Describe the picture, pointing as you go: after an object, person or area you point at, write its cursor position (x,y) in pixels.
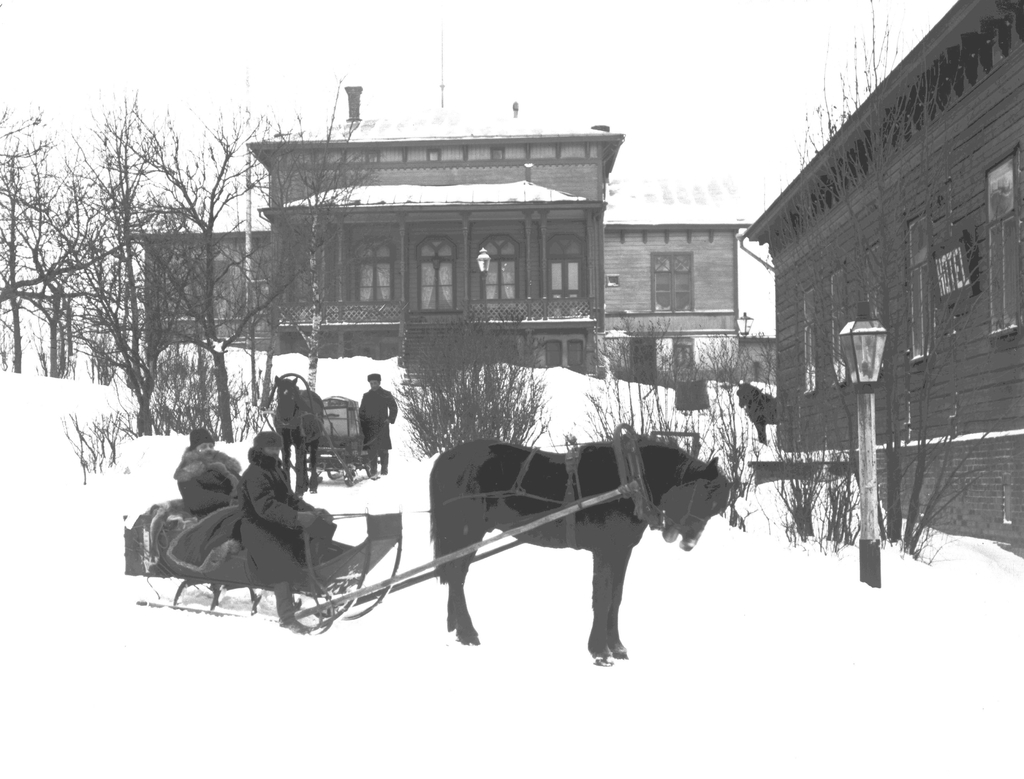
In this picture we can see few trees (243,221), horses (319,427), snow carts (338,601) and group of people (264,490), on the left side of the image (272,469) we can find few people (281,474) are seated in the cart (322,558), and also we can find few buildings (472,221), poles (483,299), lights (868,307) and snow (763,634).
